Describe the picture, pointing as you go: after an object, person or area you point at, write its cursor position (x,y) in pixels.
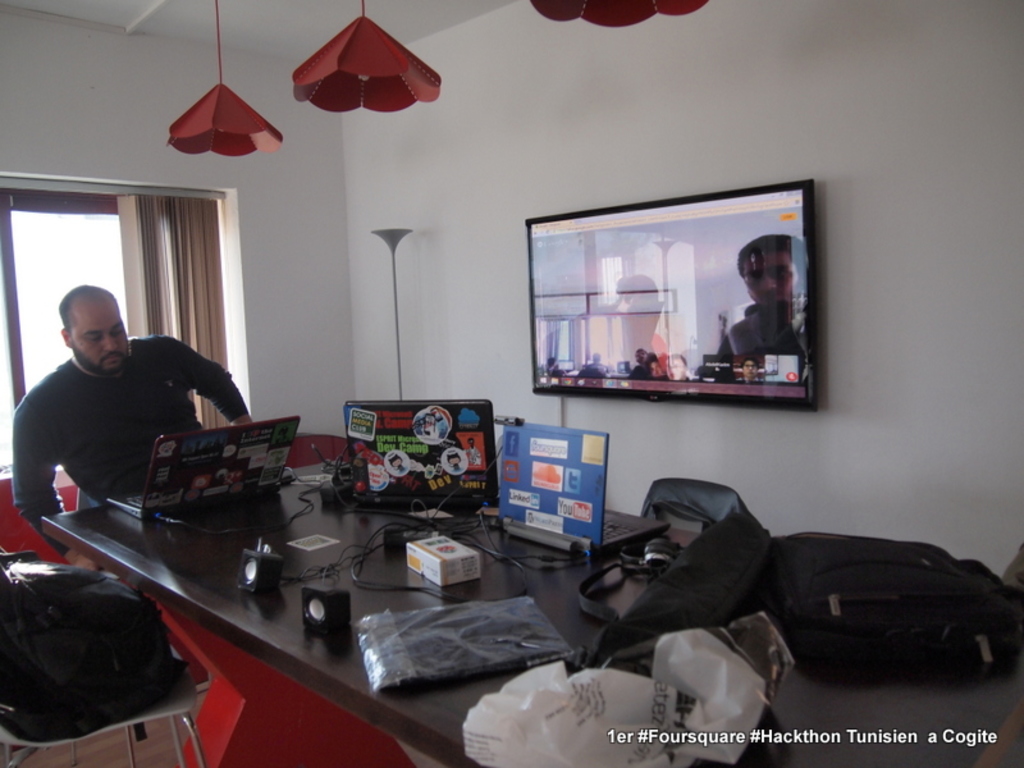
As we can see in the image there is a white color wall (450,228), window (62,226), curtain (184,247), screen (606,275), a man (87,354) sitting on chair (13,506) and a table (639,541). On table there is speakers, covers (587,751), bags (534,747) and laptops (189,460).
